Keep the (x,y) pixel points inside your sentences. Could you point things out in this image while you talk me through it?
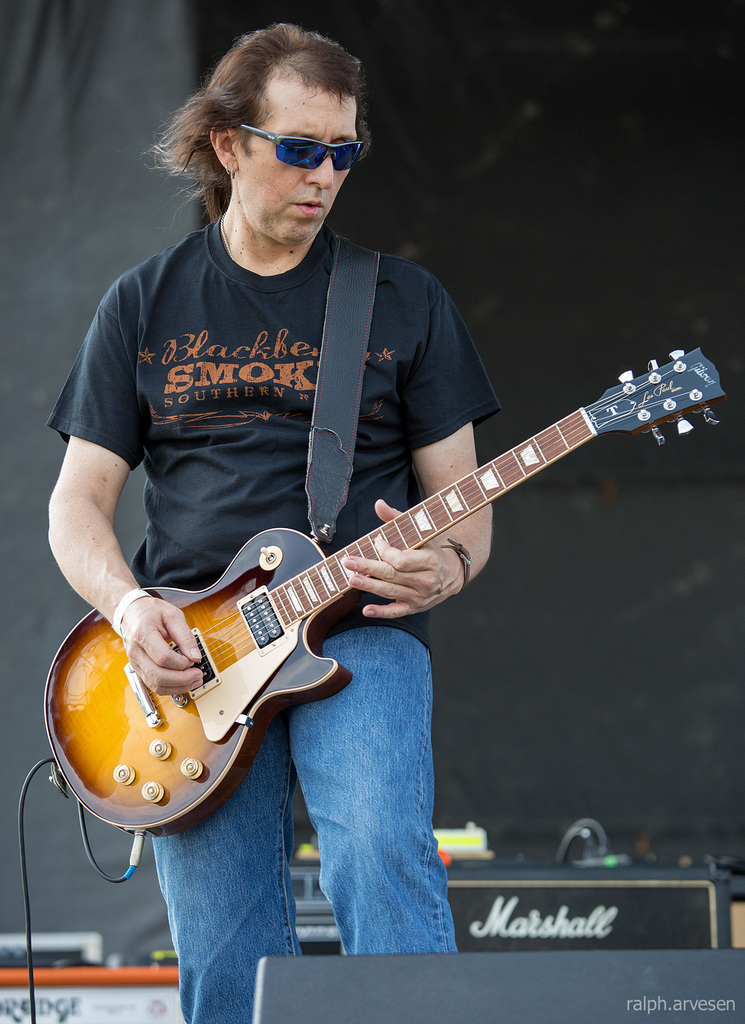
A man (264,34) is playing guitar (245,638) wearing goggles (343,156).
